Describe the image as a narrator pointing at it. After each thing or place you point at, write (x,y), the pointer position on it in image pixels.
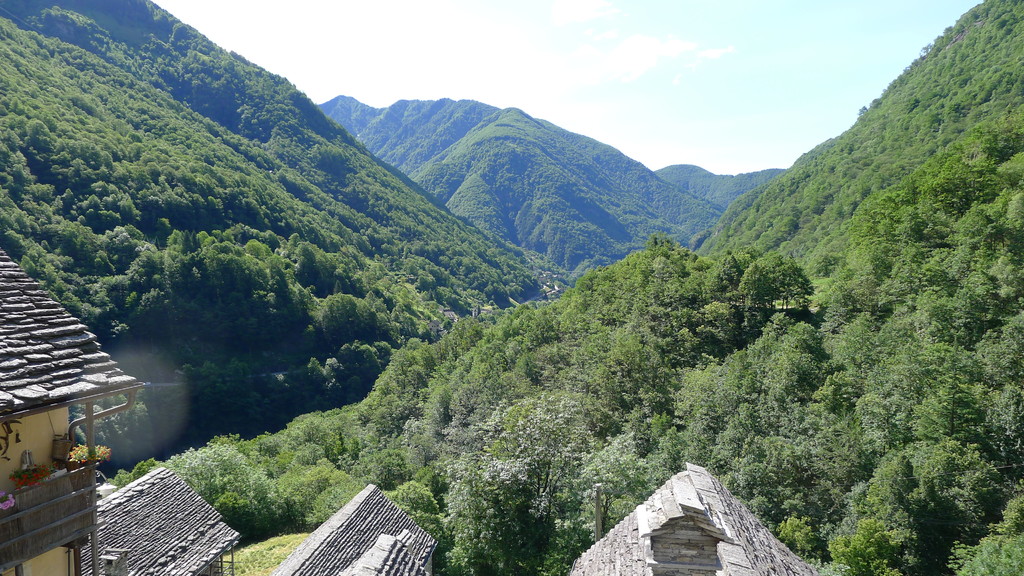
In this image, we can see some green color trees (237,202), at the top (611,42) there is a sky (521,41).
